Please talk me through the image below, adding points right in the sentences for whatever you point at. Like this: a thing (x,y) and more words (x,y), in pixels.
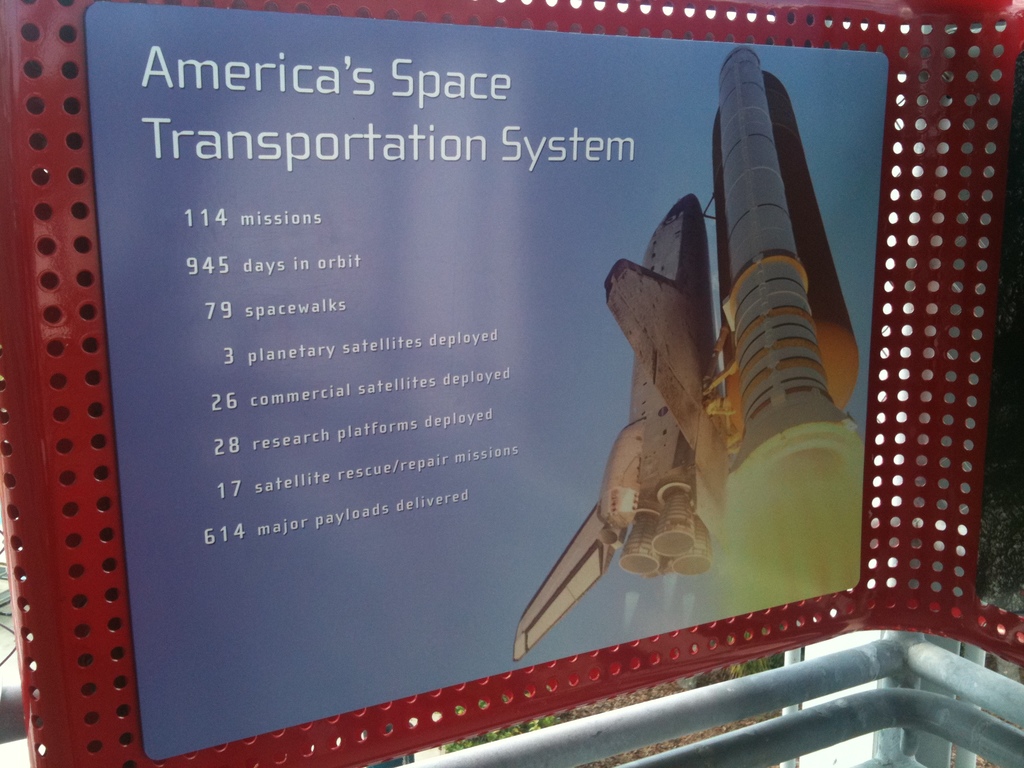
In this image there is a display board (319,354) with text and pictures (680,399) on a metal rod fence (82,362) with metal rods (616,733) beneath it.
